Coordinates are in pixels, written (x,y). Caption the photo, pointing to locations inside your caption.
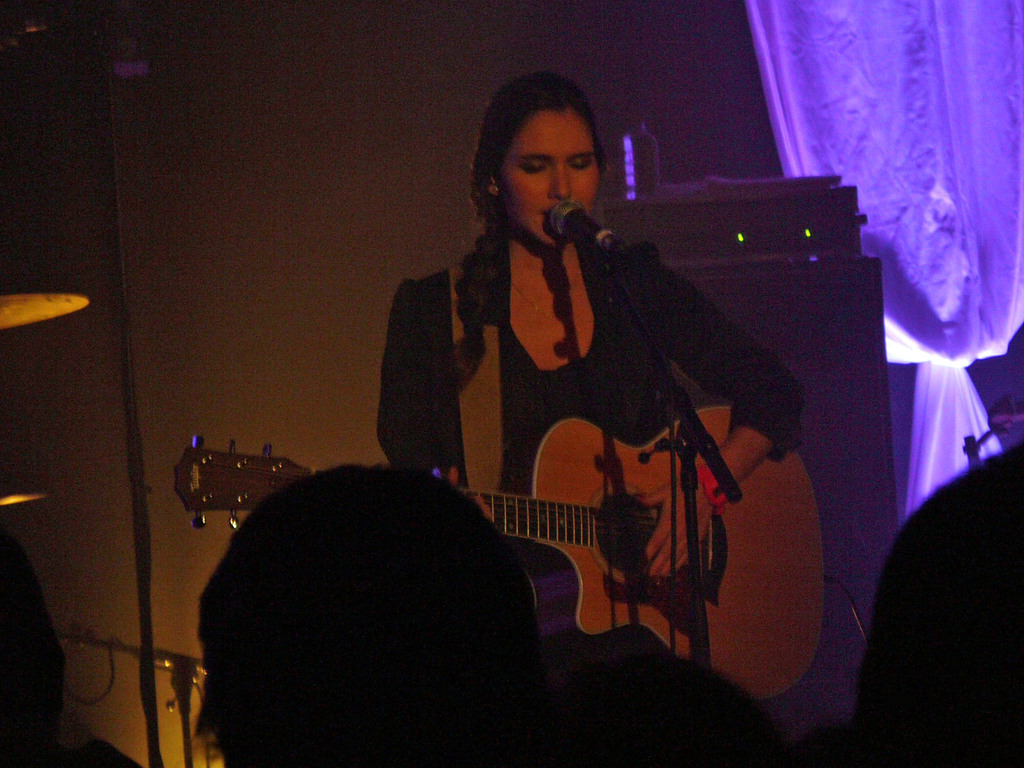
This picture shows a woman (394,410) standing and playing guitar (581,431) and singing with the help of a microphone (609,248) and we see curtains (1003,217) to the wall (729,69) and we see few audience (395,484) watching.
